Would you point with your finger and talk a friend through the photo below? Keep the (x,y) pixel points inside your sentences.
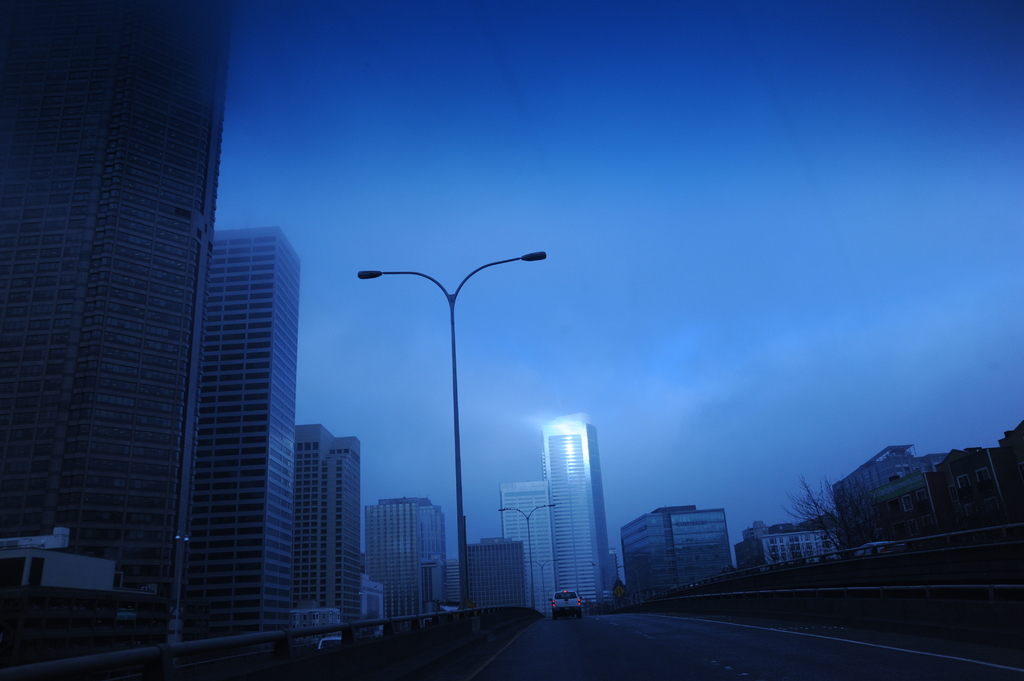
In this picture we can see car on the road (541,628), fence (516,617), lights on poles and tree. In the background of the image (333,555) we can see buildings (281,519) and sky (712,358) in blue color.
